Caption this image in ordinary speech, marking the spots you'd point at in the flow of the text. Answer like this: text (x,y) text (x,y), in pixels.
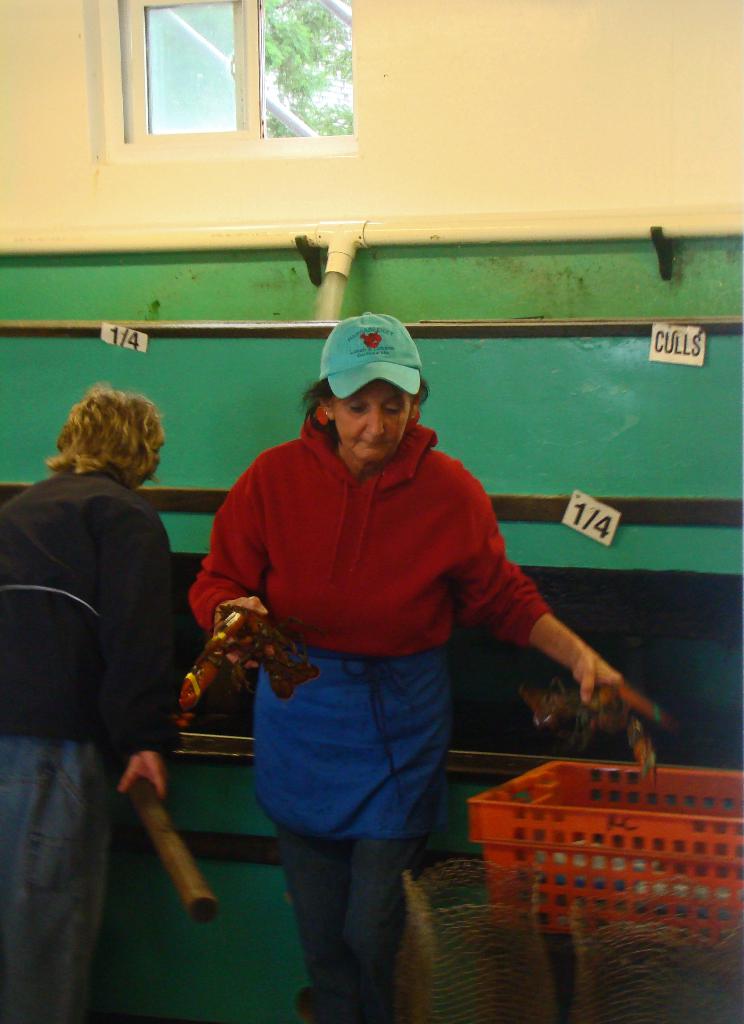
In this image, we can see a few people (380,636) holding some objects (600,713). We can see the wall (412,249) with some objects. We can also see a basket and some objects (633,978) at the bottom right corner (624,934). We can see the window (350,133) and some trees (350,133). We can see some posters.
